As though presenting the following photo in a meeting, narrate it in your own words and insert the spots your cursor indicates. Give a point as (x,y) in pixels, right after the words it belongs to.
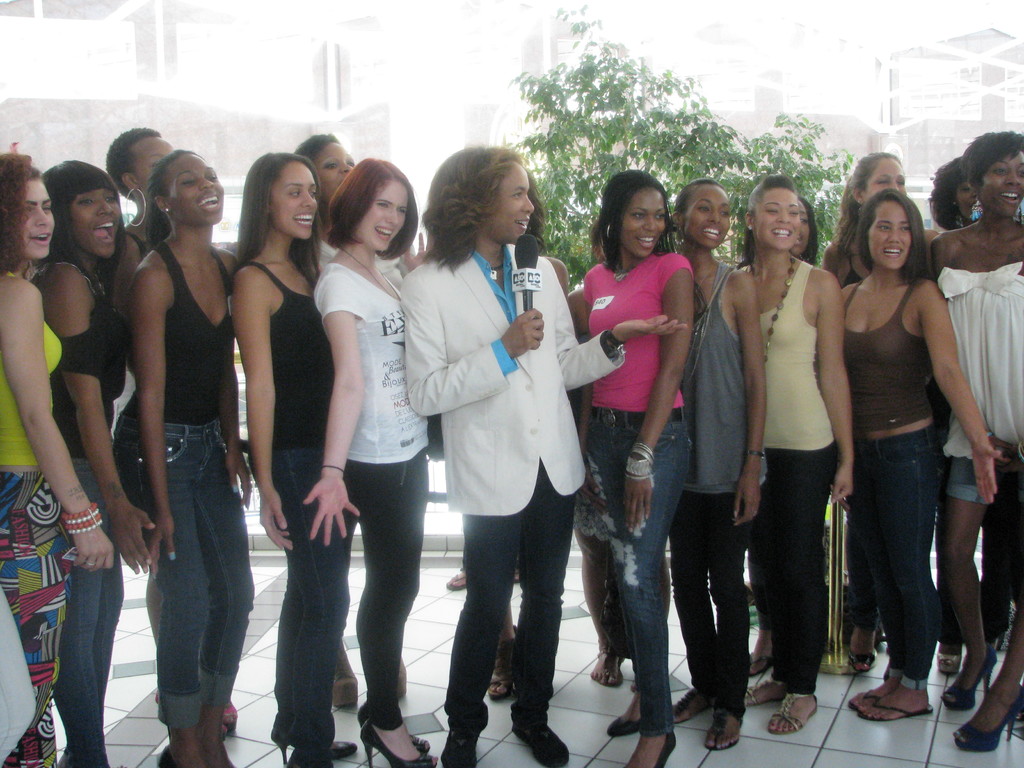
Background (1006,100) portion of the picture is blur. In this picture we can see the people (773,321) standing and all are smiling. At the bottom portion of the picture (615,737) we can see the floor (684,745). We can see a person (551,754) holding a microphone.
